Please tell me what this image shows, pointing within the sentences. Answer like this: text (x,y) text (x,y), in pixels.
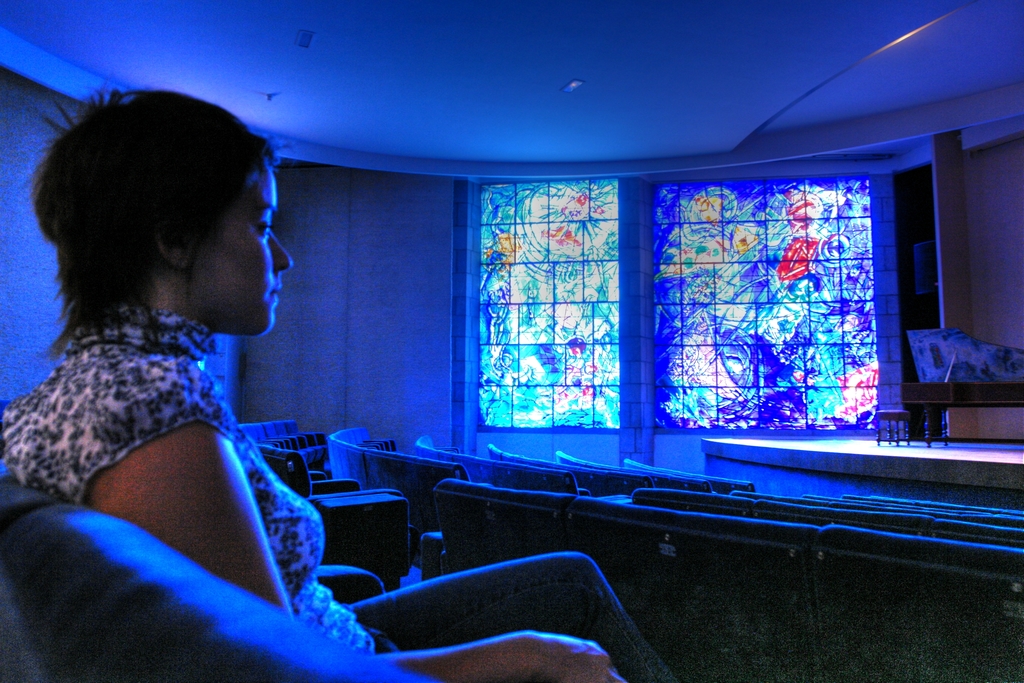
In this image, we can see a woman (233,544) is sitting. Here we can see so many seats (616,558). Background (395,379) there is a wall (391,335), glass windows (674,330). Right side of the image (961,399), we can see a musical instrument (947,399), stool (888,417). Top of the image (565,119), there is a roof (587,94).
